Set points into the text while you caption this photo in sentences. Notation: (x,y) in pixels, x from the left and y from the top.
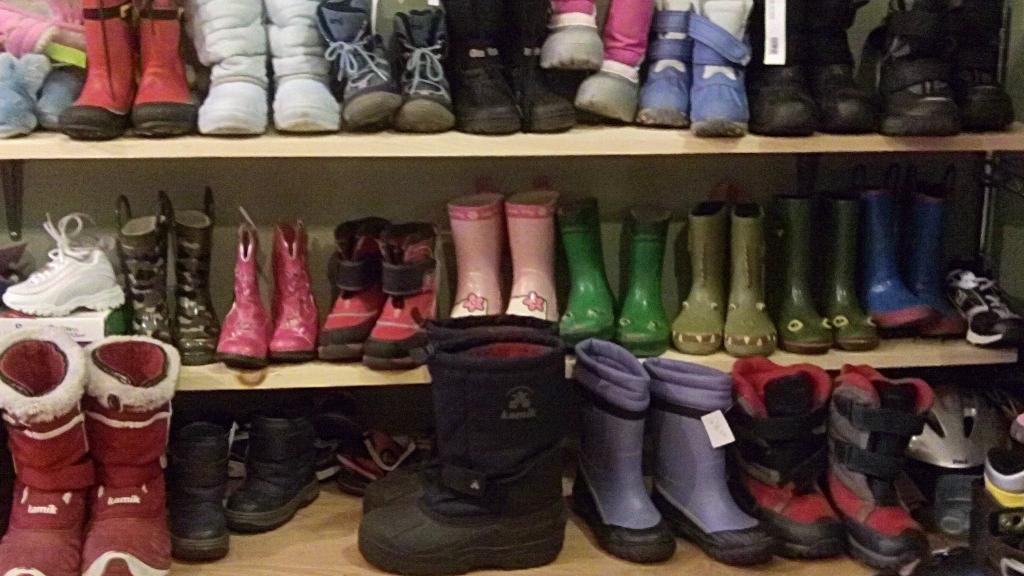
In this image I can see here a lot of shoes (464,48) in 3 racks (631,568). In the middle (563,346) there are black color big shoes (529,434).
